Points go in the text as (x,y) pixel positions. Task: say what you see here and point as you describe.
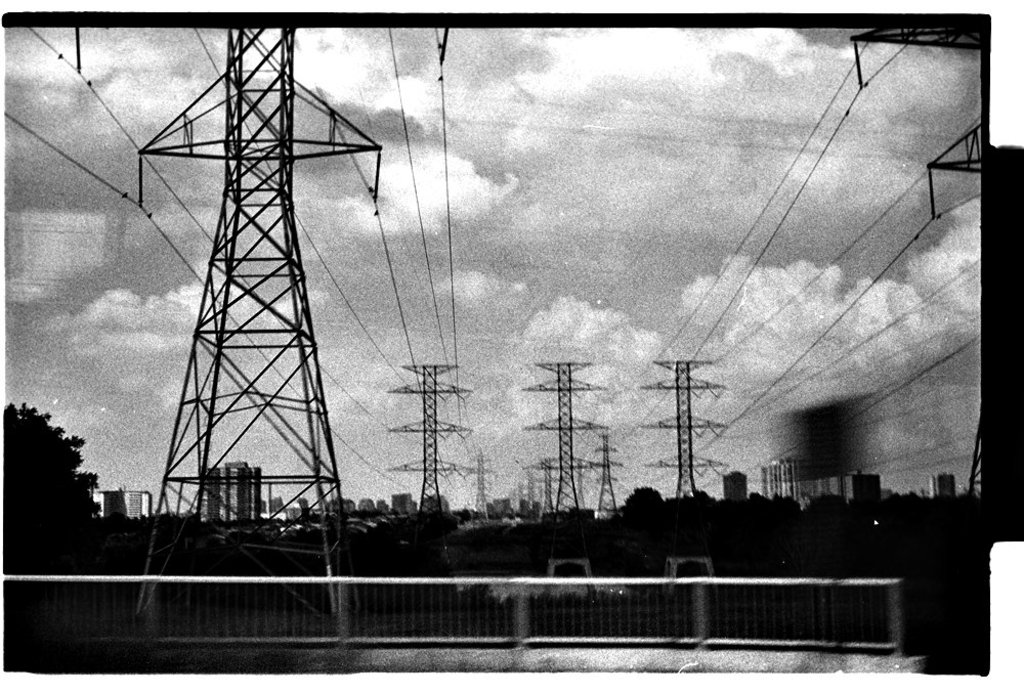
This is black and white picture. We can see towers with wires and trees (587,514). In the background (176,506) we can see buildings (225,510) and sky (492,396) with clouds (535,136).
